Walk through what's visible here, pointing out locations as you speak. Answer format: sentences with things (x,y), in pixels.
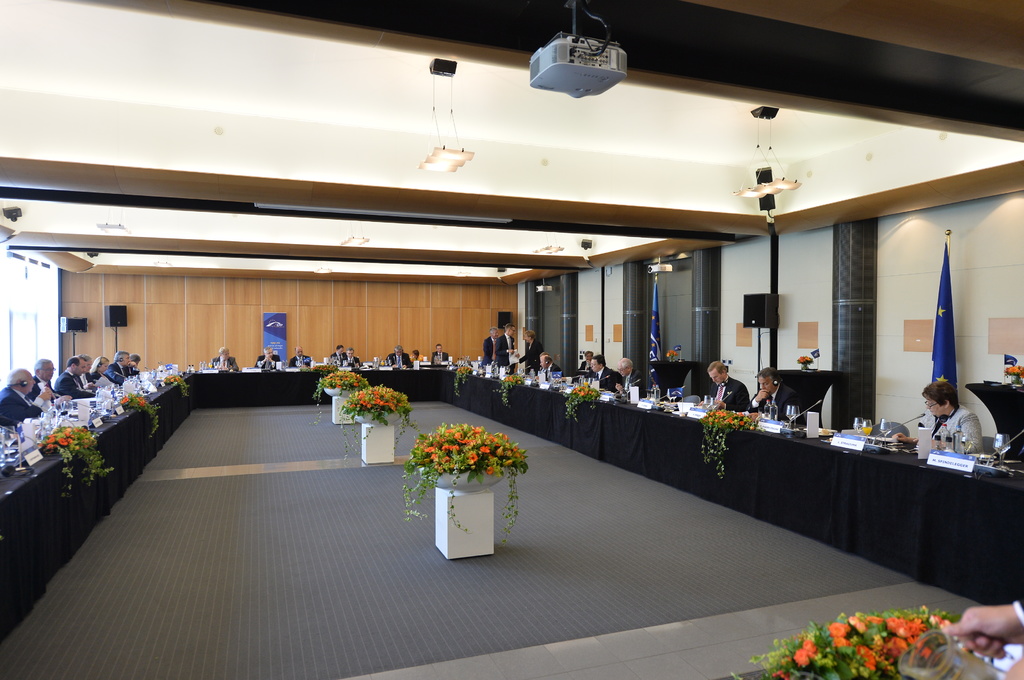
there is a conference meeting going on. at the center (379,421) there are flowers (445,447). at the top (581,67) there is projector (574,94) and at the right corner (945,336) there are 2 flags (657,320) and a speaker (756,318).
